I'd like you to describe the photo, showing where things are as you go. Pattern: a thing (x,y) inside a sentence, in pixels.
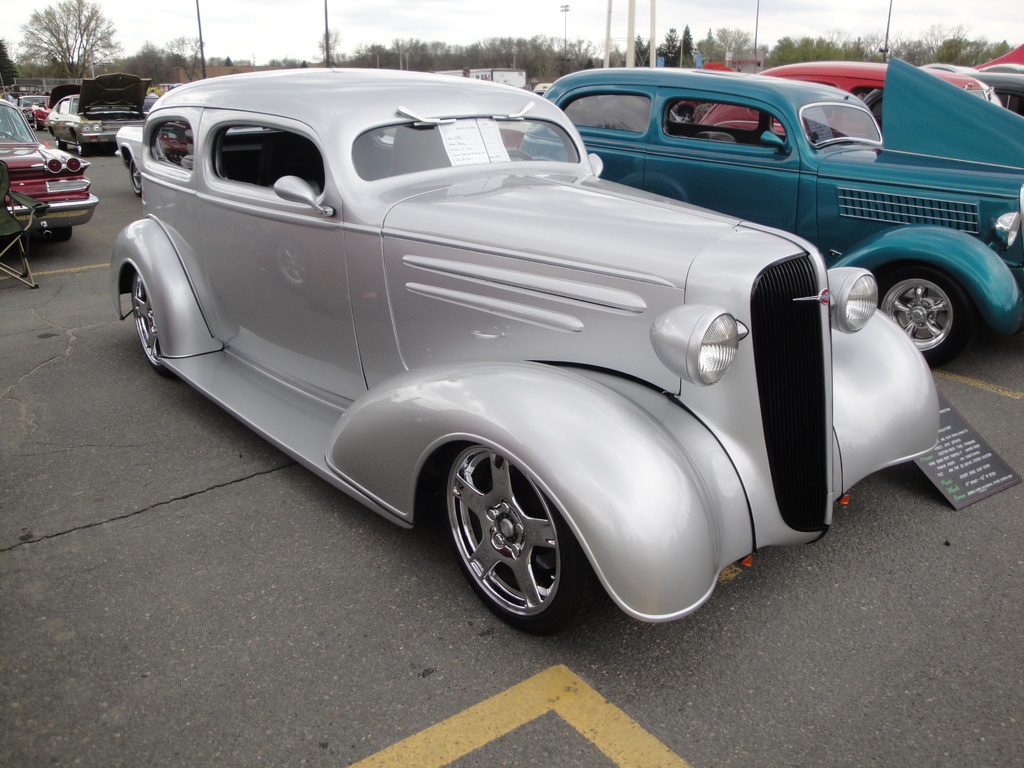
In this image there are a group of vehicles (389,172), and in the background (86,48) there are some trees (96,58), poles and some houses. At the bottom (541,645) there is a road (927,592) and on the right side (950,452) there is some board (956,438), on the board (977,478) there is some text (942,431).
